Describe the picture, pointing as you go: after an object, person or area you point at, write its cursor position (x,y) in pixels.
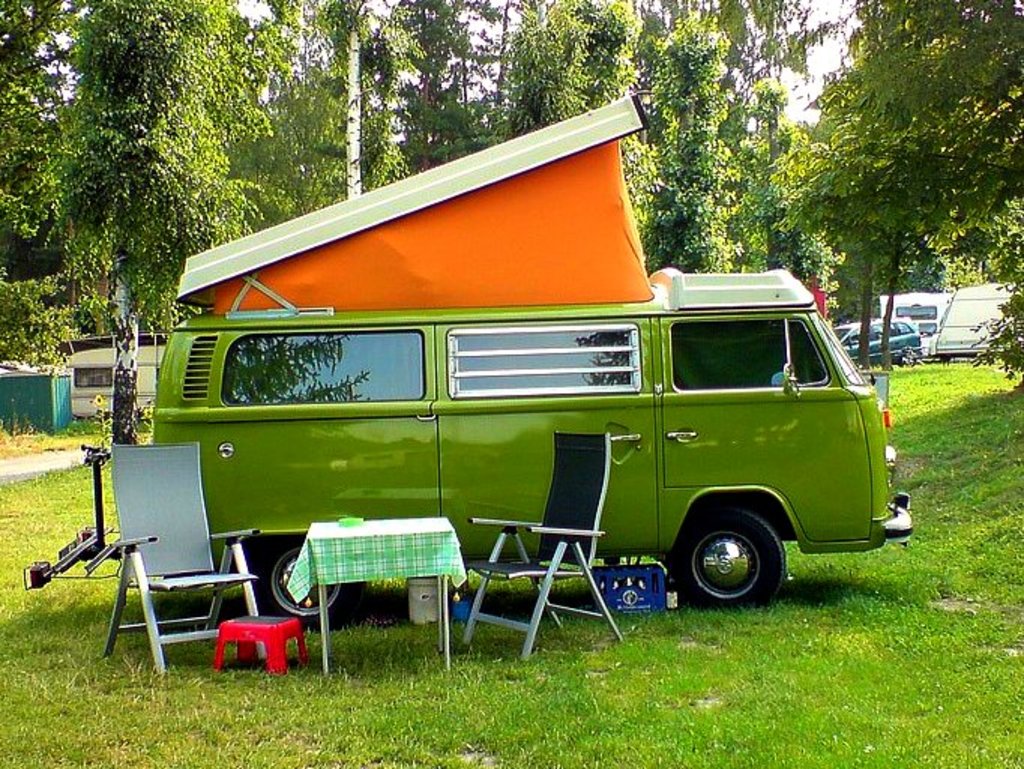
This picture shows a van (326,290) and we see two chairs (587,548) and a table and we see few trees (676,144) around and few vehicles (939,339) parked.
